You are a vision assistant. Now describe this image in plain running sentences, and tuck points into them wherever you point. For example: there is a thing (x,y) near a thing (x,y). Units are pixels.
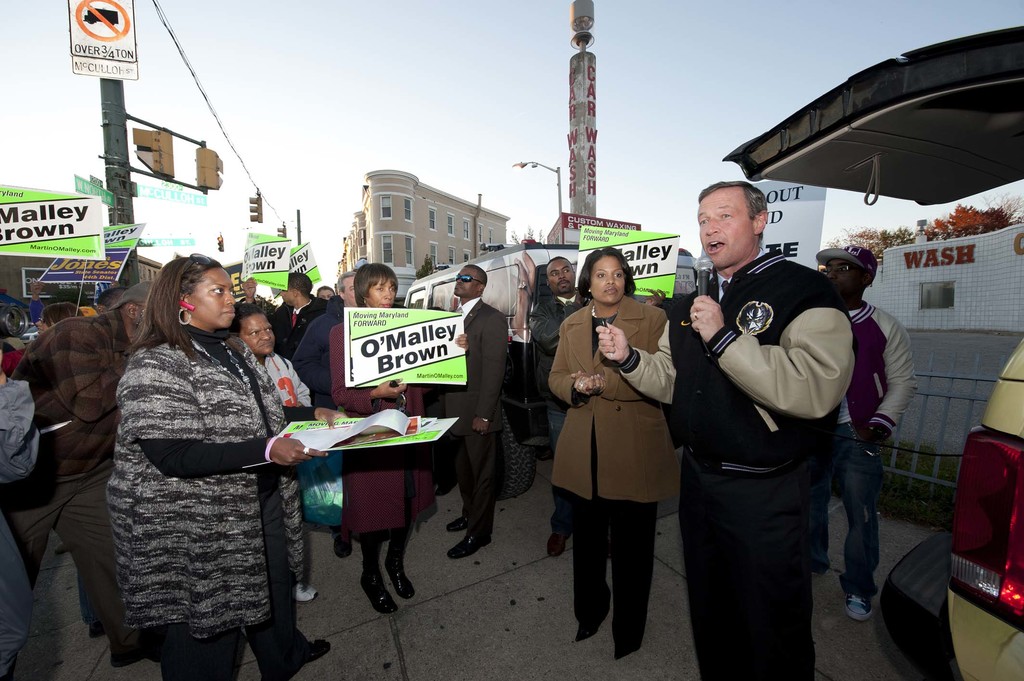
The picture is taken outside a city (102,247) on the streets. In the foreground of the picture (477,296) there are people (124,445) holding placards (387,311). In the center of the picture (517,247) there are vehicles (573,260), poles (117,138), and signal lights (196,162). In the background (389,219) there are buildings (407,210) and trees (880,237). Sky (462,80) is clear and it is sunny.
